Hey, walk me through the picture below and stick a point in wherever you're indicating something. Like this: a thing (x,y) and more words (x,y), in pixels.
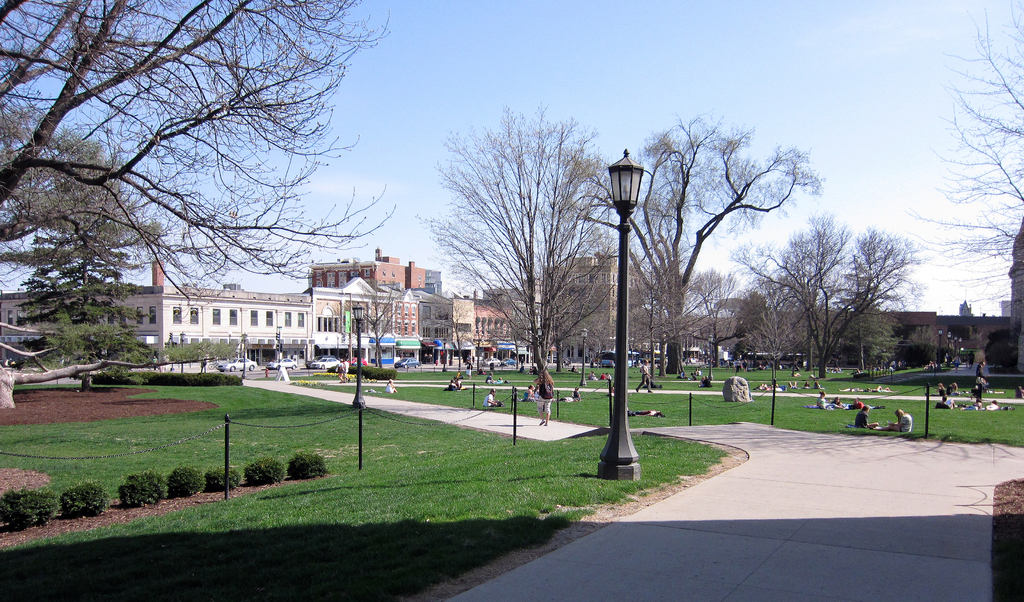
In this image I can see the road (743,520), some grass (345,547), few plants (290,462), few black colored poles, a street light (613,181) and few trees (539,355). In the background (937,395) I can see few persons (905,430) sitting on the grass (824,388), few persons (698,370) walking on the paths (556,390), few buildings (431,356), few vehicles (287,358), few trees (81,316) and the sky (465,123).
